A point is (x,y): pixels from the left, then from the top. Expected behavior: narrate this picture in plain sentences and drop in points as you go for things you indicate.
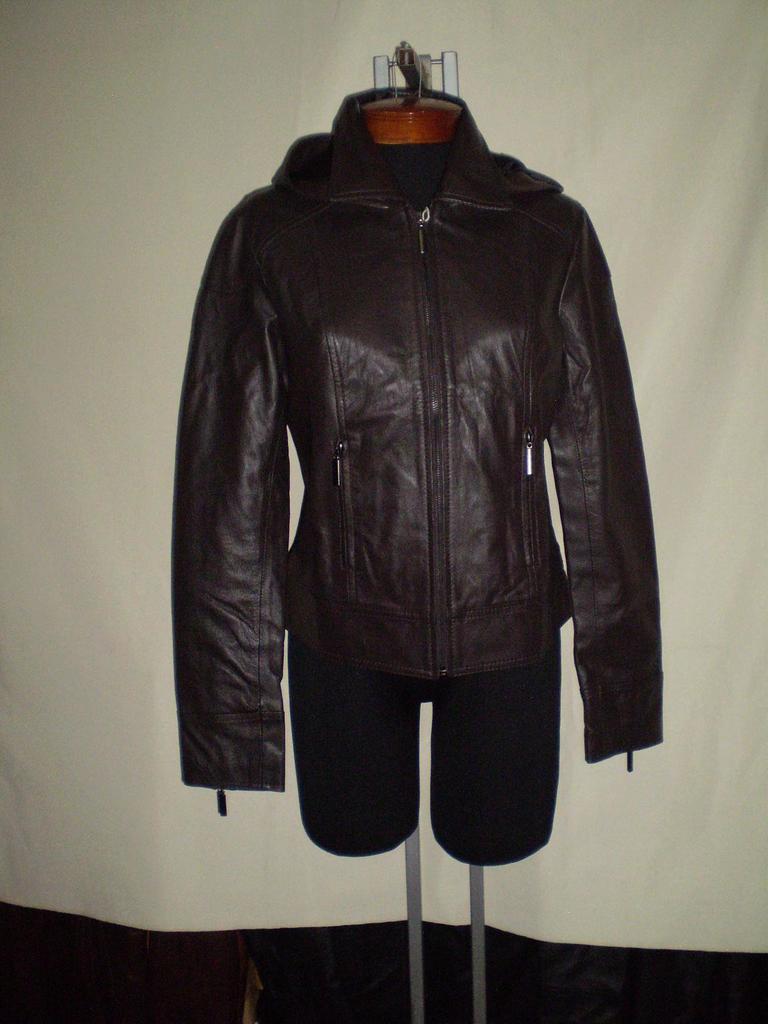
In this picture there is a jacket (321,289) and a mannequin (425,690) in the center of the image (485,622) and there is a white color curtain (82,341) in the background area of the image (140,361).
